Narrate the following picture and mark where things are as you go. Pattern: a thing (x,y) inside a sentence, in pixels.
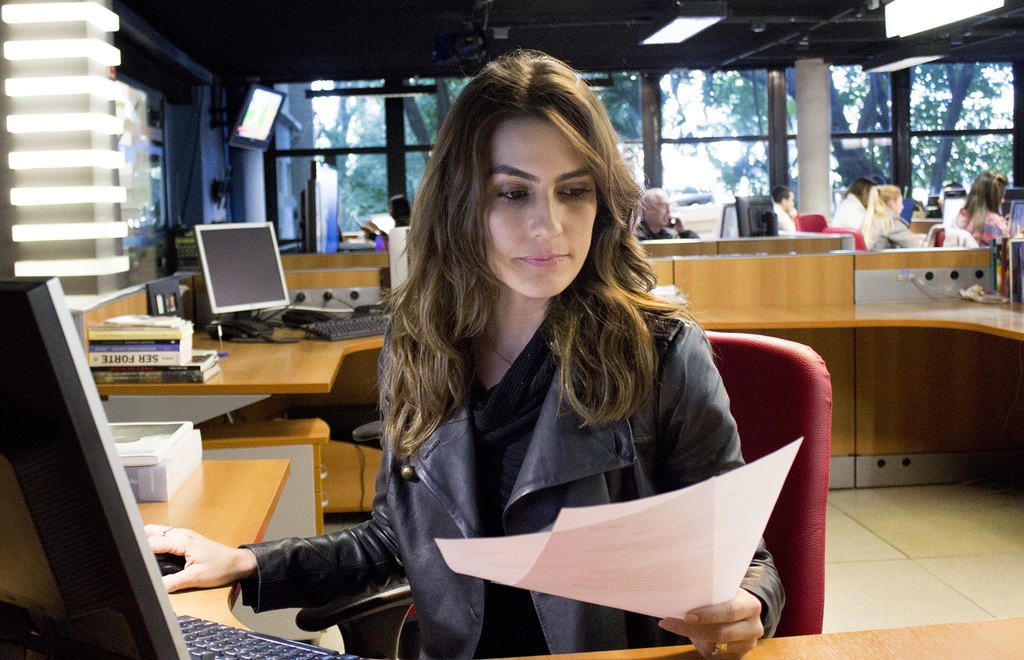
In the picture we can see inside the office view with desk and computer system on it and near it, we can see a woman (544,511) sitting and holding some papers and looking into it and beside the desk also we can see another desk (368,354) with computer system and behind it, we can see some people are working and behind them we can see the glass wall (677,203) and from it we can see some trees (636,93) and to the ceiling (657,68) we can see the light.
